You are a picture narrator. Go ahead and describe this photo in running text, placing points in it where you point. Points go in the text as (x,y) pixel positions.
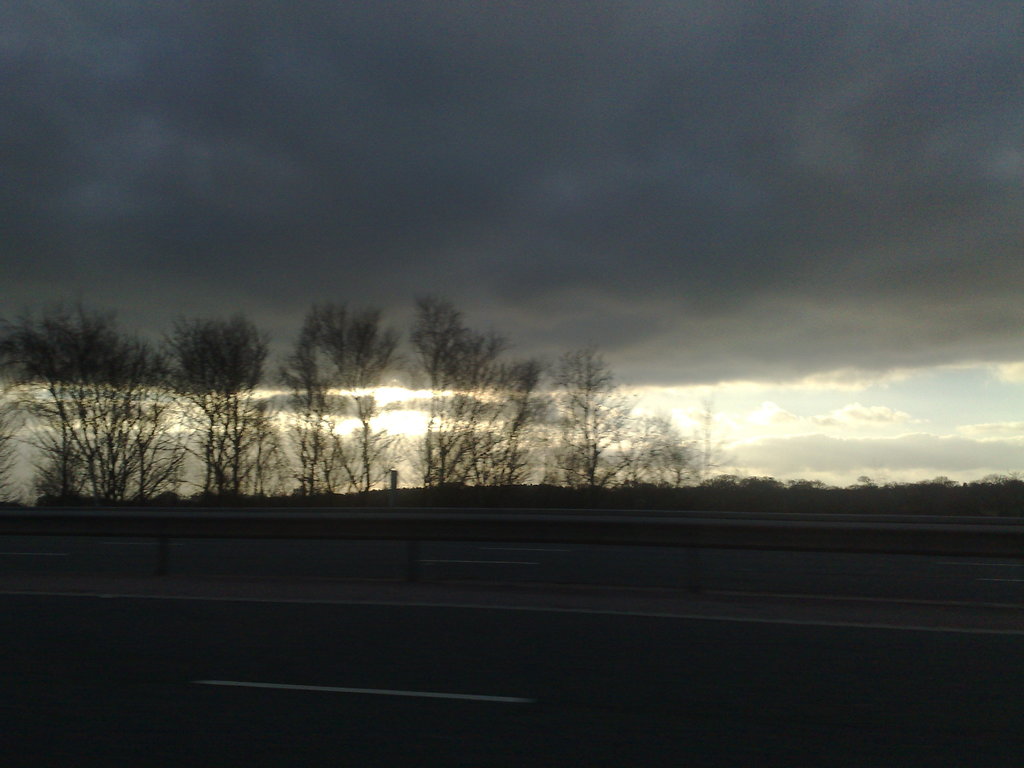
In the foreground of this image (572,646), there is the road (549,694) and the railing (536,528). In the background (683,503), there are trees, sky (926,422) and the cloud (786,446).
